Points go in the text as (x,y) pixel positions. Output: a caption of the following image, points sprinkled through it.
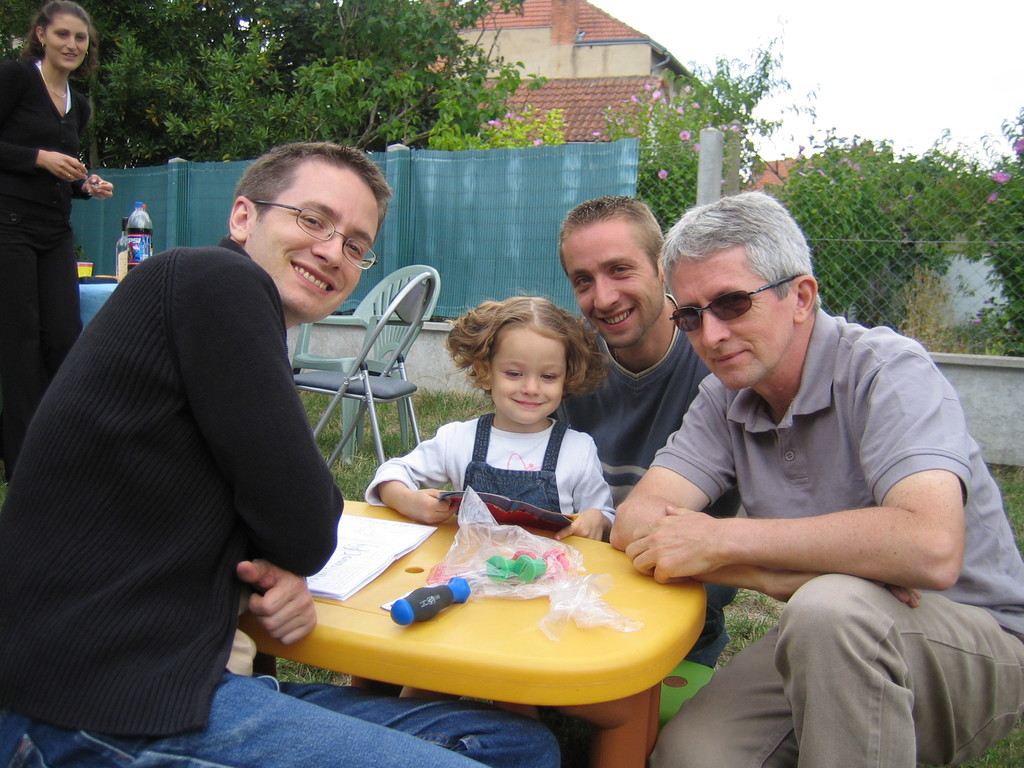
In this image I can see group of people (670,248) sitting. The person (71,465) in front (120,424) wearing black shirt (216,577), blue pant (300,699). I can also see few toys (428,590), book (350,584) on the table (645,721). Background (335,41) I can see trees (419,53) in green color, building (510,53) in cream and brown color, sky (756,30) in white color.
